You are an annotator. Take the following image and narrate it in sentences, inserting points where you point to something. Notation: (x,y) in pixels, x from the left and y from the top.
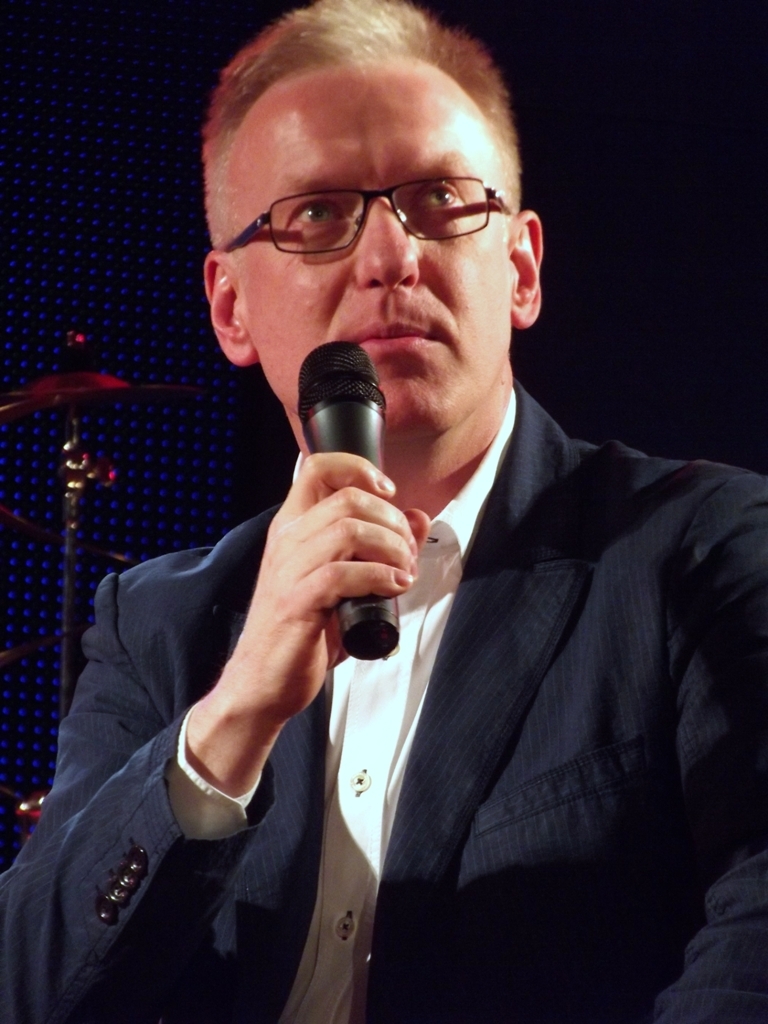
In this picture there is a man (75,768) who is sitting at the center of the image (286,570), by holding the mic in his hand (283,546), his watching to the front side direction.
